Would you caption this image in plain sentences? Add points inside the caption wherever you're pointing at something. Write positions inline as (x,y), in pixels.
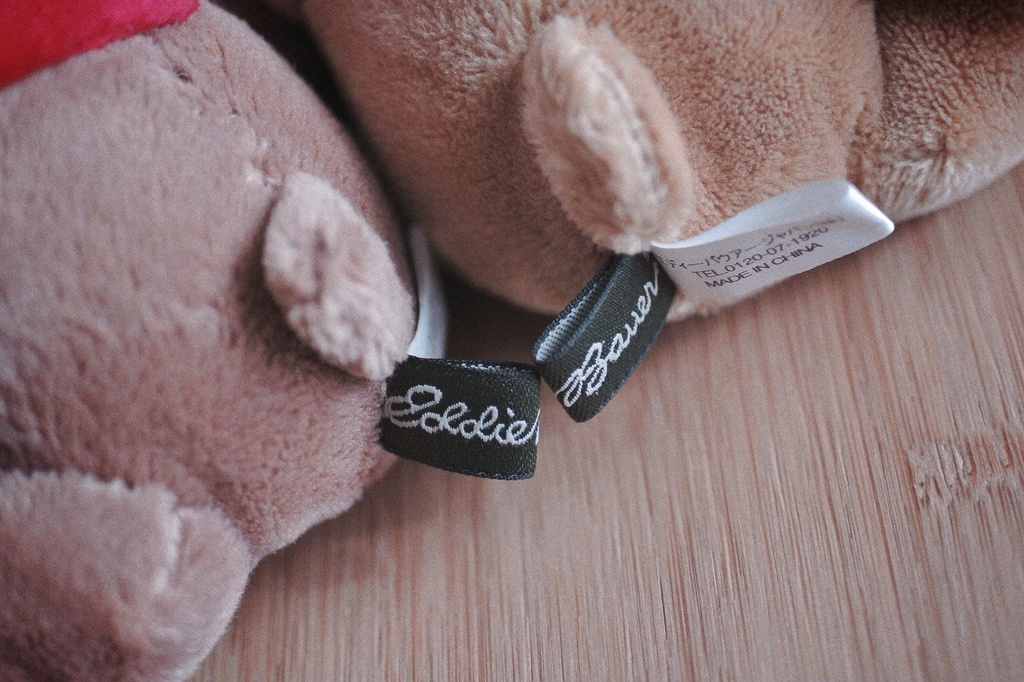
Here in this picture we can see a pink colored teddy bear (257,225) present on the table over there.
